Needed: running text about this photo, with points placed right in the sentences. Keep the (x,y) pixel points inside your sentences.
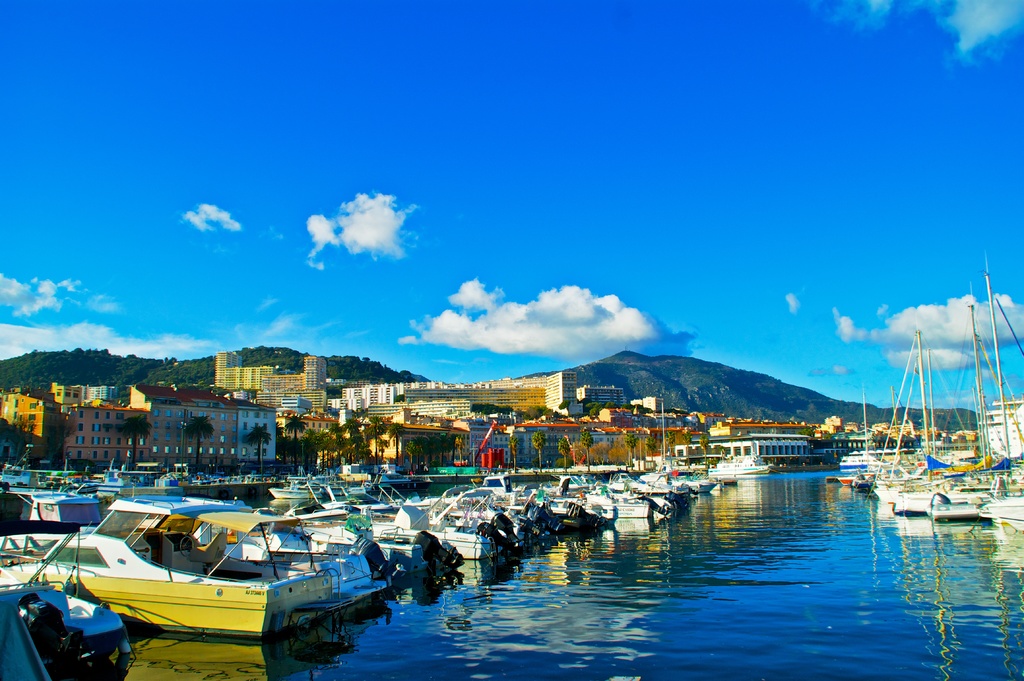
In this image we can see ships (568,480) and boats (568,480) on the water (510,644). In the background (326,408) we can see poles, buildings (506,419), trees (296,431), objects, mountains (404,381) and clouds (635,324) in the sky (637,276).
